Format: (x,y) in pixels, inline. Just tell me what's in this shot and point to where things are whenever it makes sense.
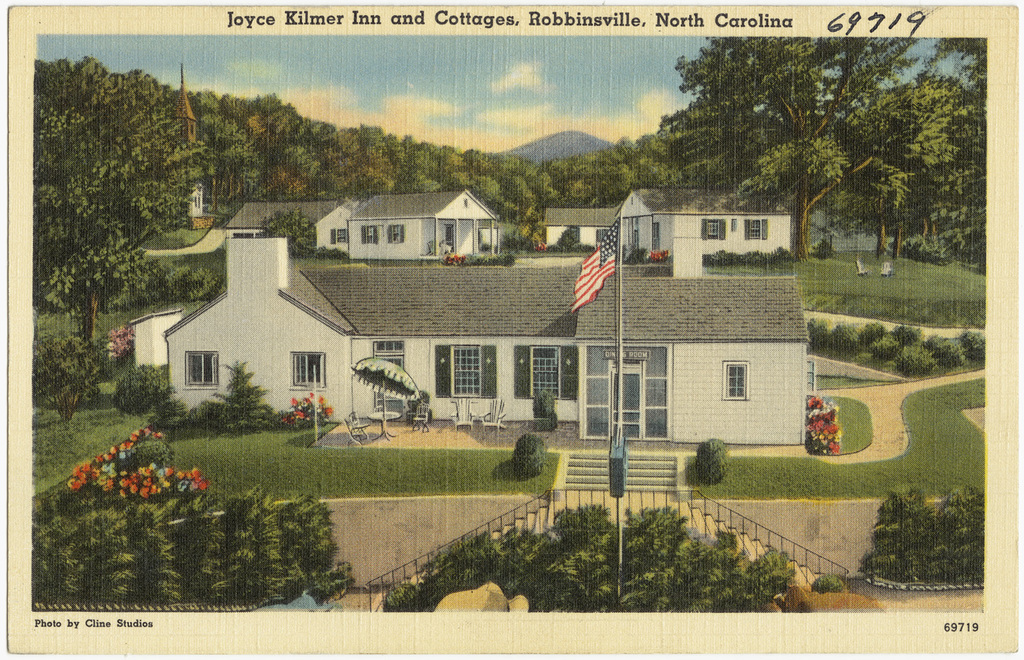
In the picture I can see a photograph (527,306) in which I can see trees (54,376), flag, chairs (495,420), table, umbrellas (385,403), steps (643,477), houses (242,301), shrubs (168,528), hills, grass (903,265) and the blue color sky (594,119) in the background (481,133). Here I can see watermark (121,624) at the top (330,24) and bottom of the image (107,624).
